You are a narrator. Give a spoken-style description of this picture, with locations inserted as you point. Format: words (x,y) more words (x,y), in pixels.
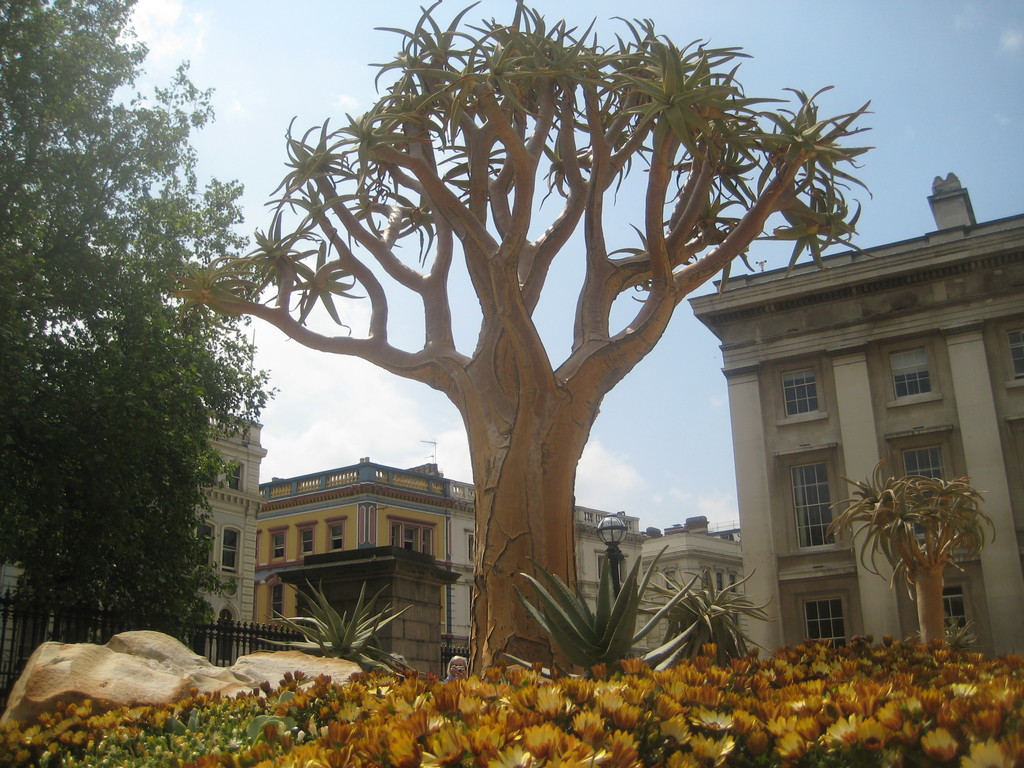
This image consists of buildings (598,555). On the left (71,500) and right, there are trees (919,621). At the bottom (340,706), we can see the flowers (601,709). At the top (322,57), there is sky (321,114).
